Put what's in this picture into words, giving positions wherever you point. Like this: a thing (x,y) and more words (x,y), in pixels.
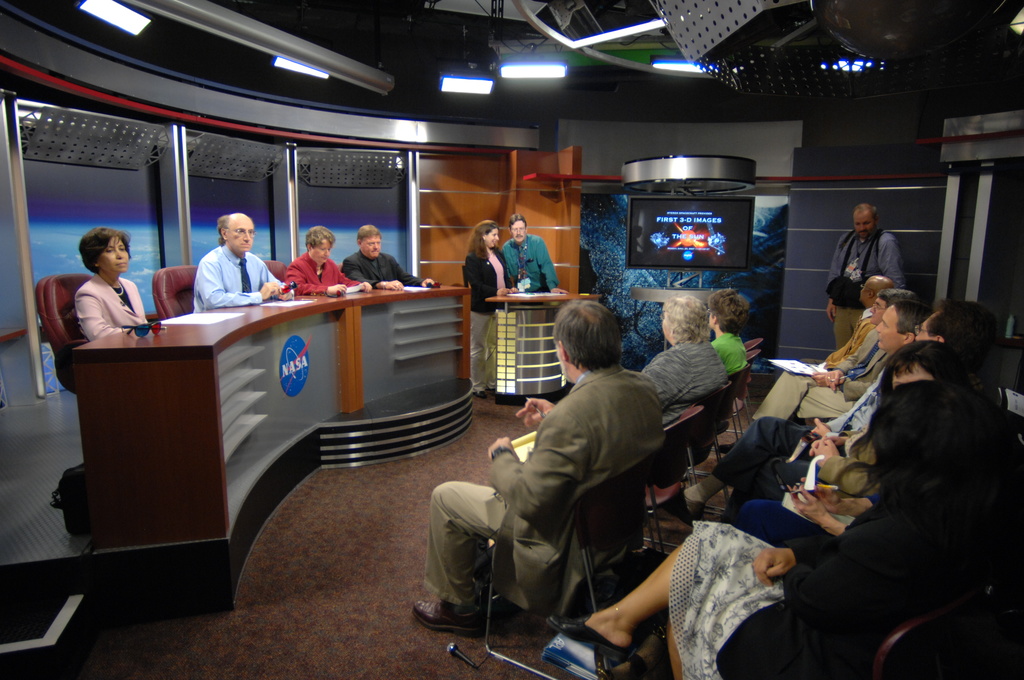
In this image there are people (908,503) sitting on chairs (667,478), in front of them there is a counter (440,323), beside the counter (342,298) there are four persons (114,314) sitting on chairs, on that counter (187,332) there are papers (230,315), beside the counter (456,302) there are two persons (505,287) standing, in the background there is a screen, at the top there are lights (848,60).
